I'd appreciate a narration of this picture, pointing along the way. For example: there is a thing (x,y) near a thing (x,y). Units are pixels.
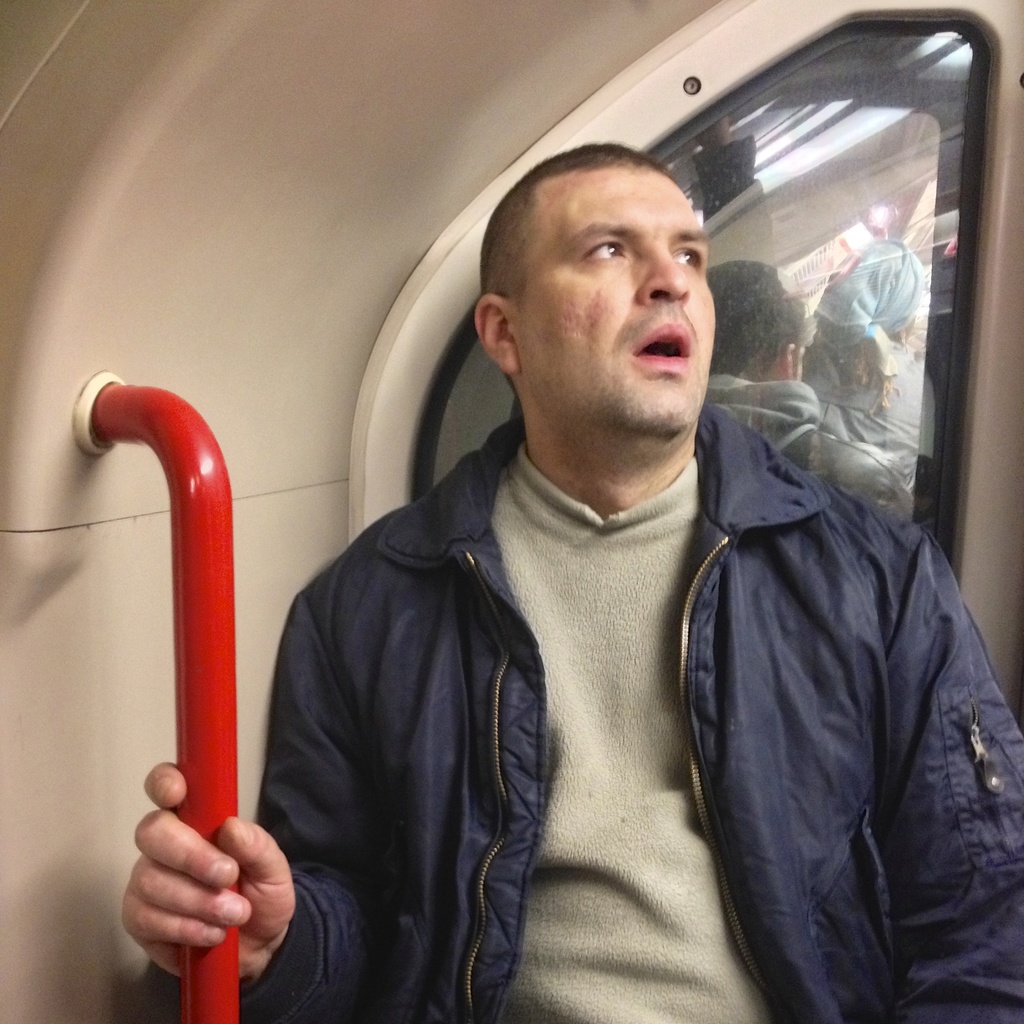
In this picture we can see a man (501,306) holding a pole (228,559) with his hand (256,933) and at the back of him we can see two people (748,322), glass (884,204), some objects (841,135).
